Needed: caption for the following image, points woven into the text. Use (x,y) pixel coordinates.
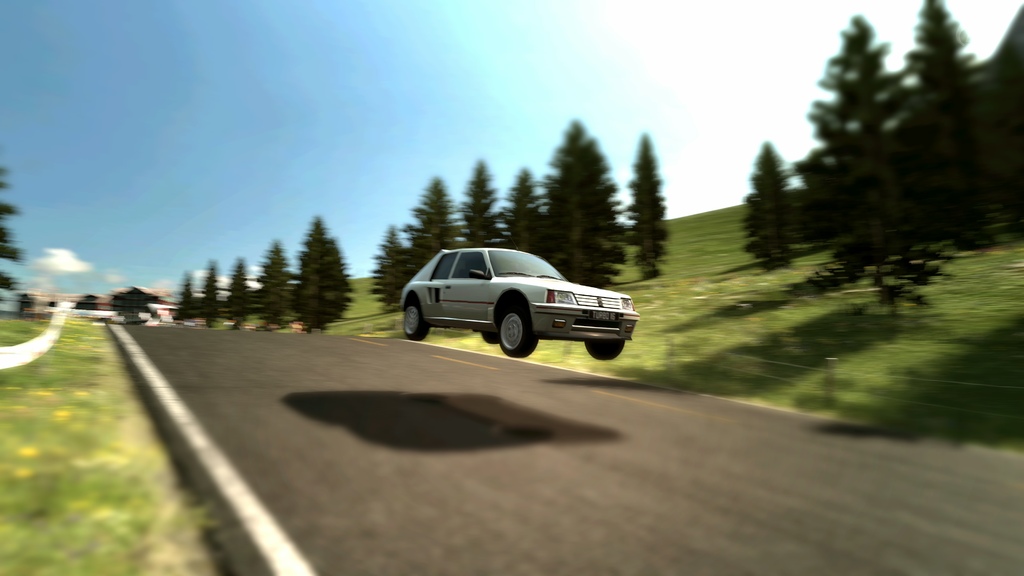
In this picture I can see a car (488,321) flying on the road (573,468), side there are some trees (783,261) and grass (770,296).
